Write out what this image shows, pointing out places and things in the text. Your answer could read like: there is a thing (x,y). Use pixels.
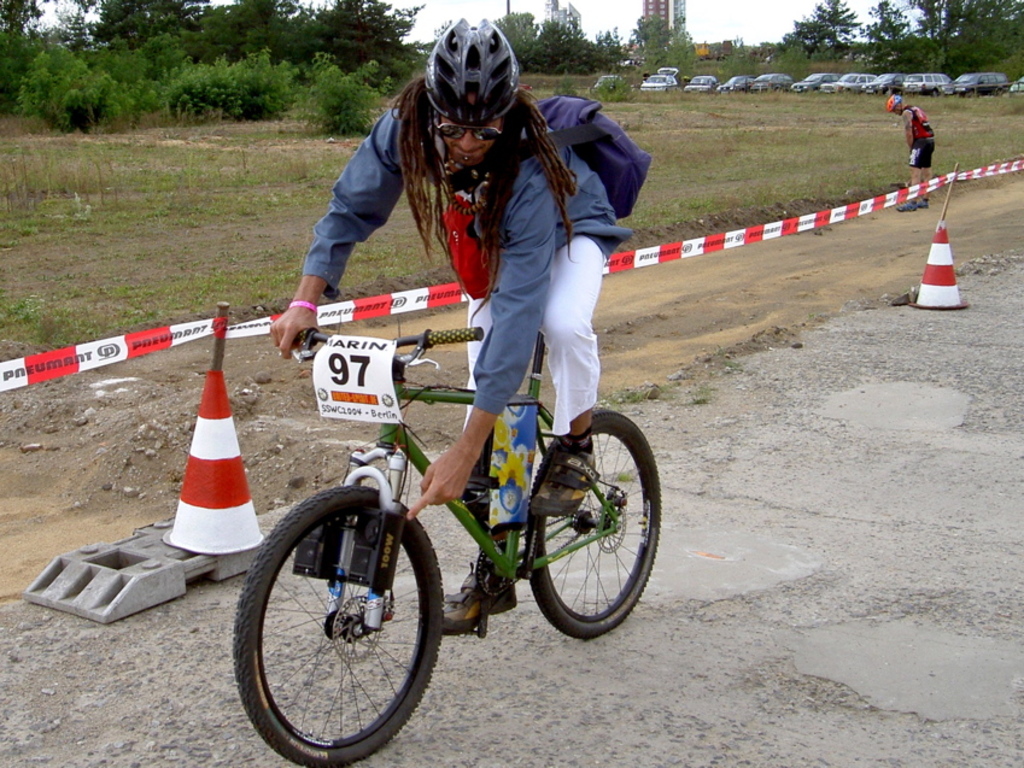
In this picture a man (508,280) riding a bicycle (391,393) and he is wearing a bag (567,119) and a helmet (489,100) on his head (443,85) and I can see another man (926,130) standing and I can see buildings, trees (520,36) and few cars (971,85) parked and I can see couple of cones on the road (794,433) and a cloudy sky (412,38).
